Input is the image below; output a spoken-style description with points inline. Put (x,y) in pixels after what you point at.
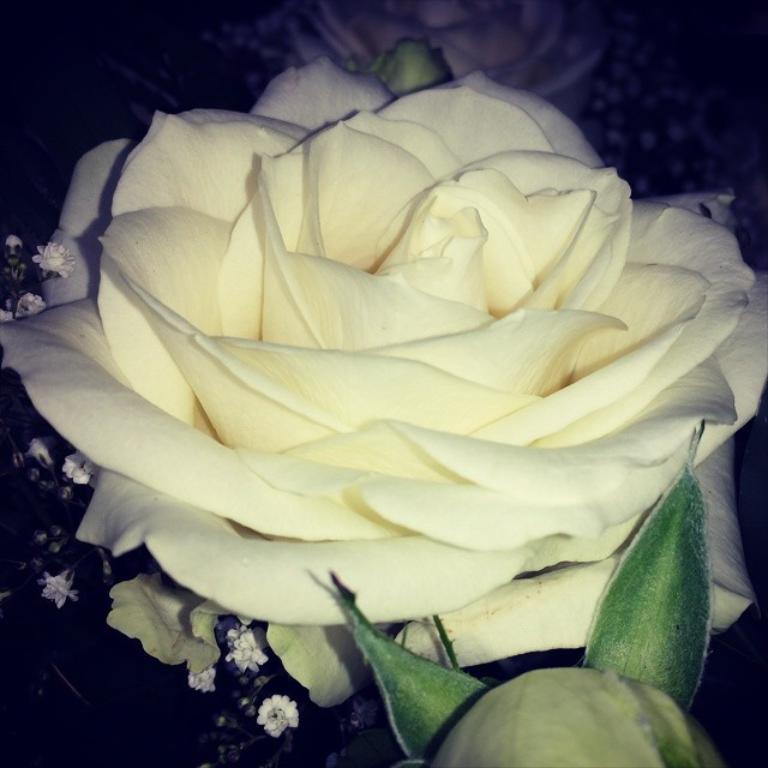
In this picture I can observe a rose flower (243,312). There are some leaves (394,680). The background (51,78) is completely dark.
